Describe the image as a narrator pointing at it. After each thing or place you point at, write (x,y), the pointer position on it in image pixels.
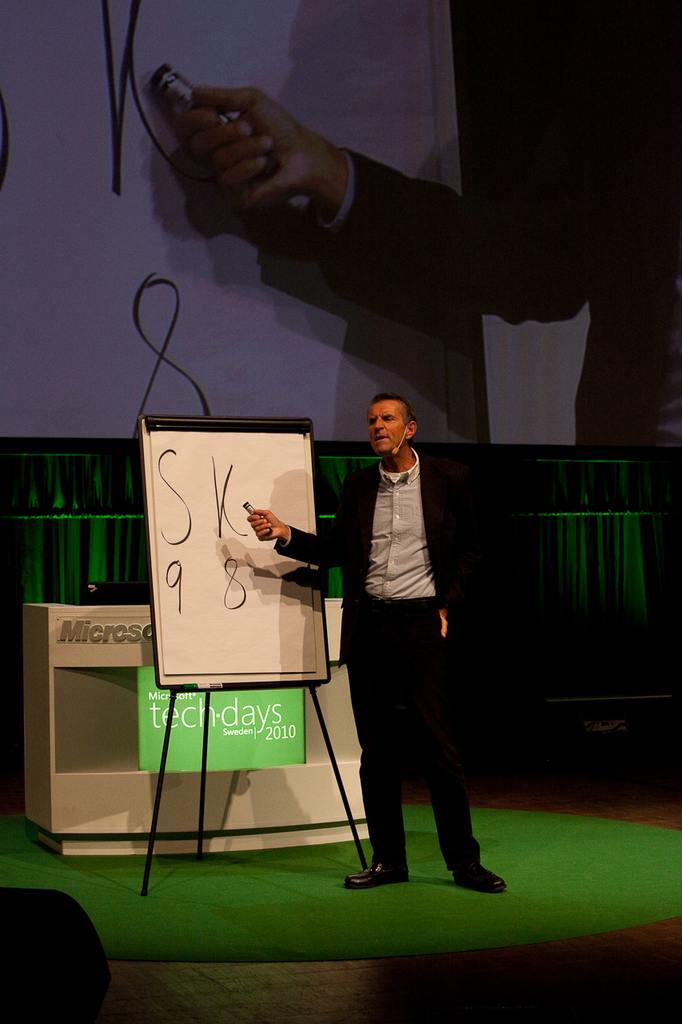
This is the man (417,612) standing and holding a marker pen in his hand (274,525). He wore a suit (361,496), shirt (396,542), trouser (445,808) and shoes (373,877). This is the white board (244,610) with letters (230,514) on it. I think this is the table (97,687). This is the screen (323,198) with the display of a person's hand (260,178) and a white board (118,139). I can see a green colored cloth (581,622) hanging. This looks like a carpet (554,844), which is placed on the floor (316,986).
